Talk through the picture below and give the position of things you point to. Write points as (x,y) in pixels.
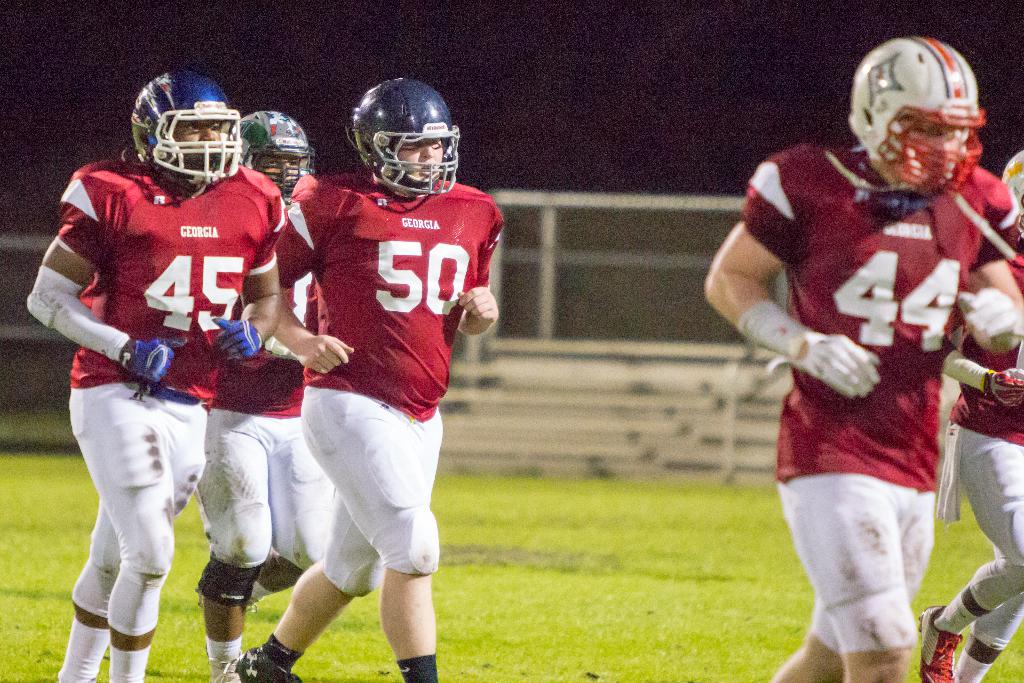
In the foreground (965,194) we can see men (879,288) running on a grass court (517,578). In the background (596,347) there are staircase (629,373), fencing (649,255) and grass (530,483). At the top (575,74) it is dark.
